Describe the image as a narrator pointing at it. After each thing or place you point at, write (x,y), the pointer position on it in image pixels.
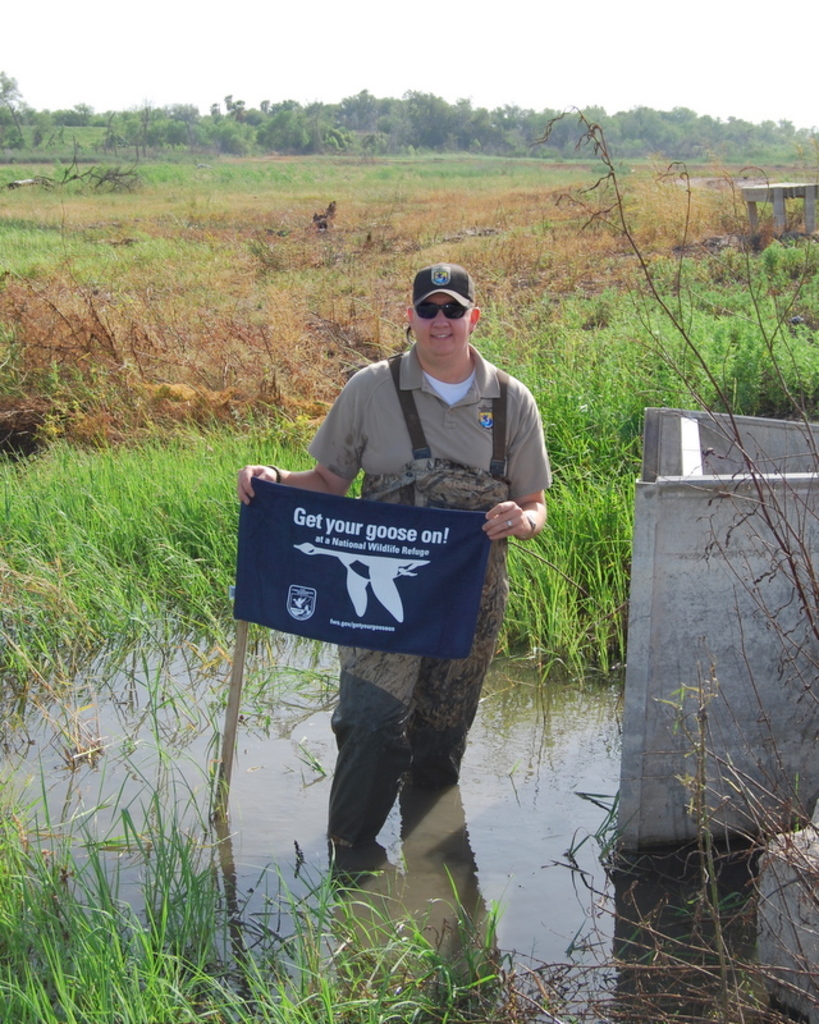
In this picture I can see there is a man (521,386) standing here and he is holding a flag (295,631) and in the backdrop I can see there are trees (379,118) and the sky (349,10) is clear.
